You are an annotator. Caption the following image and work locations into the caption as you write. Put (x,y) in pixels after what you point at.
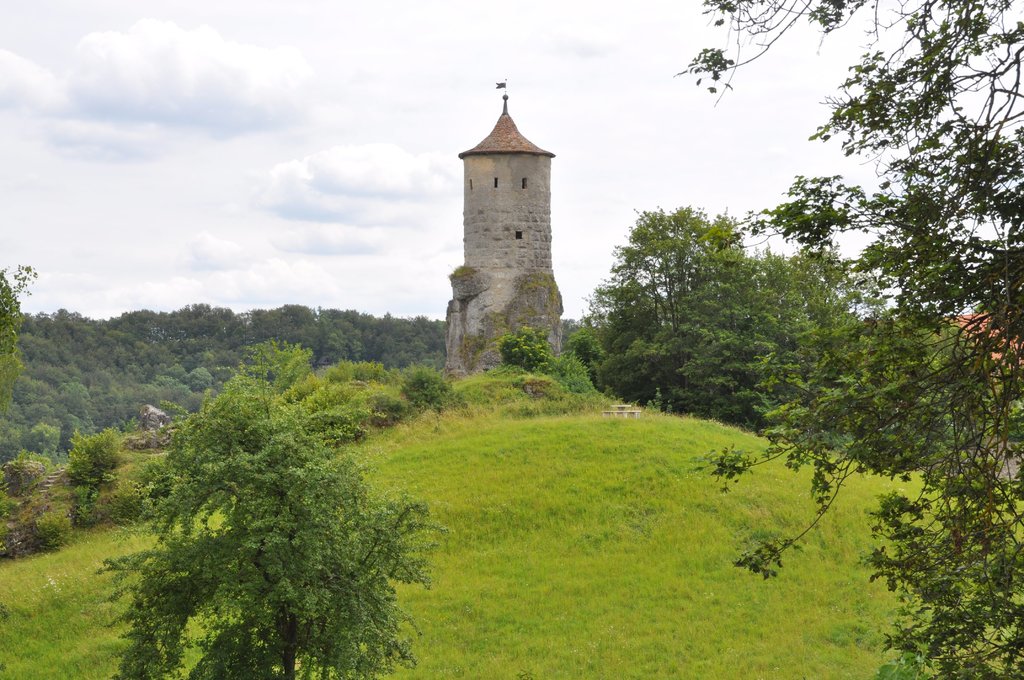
In this image I can see few plants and trees (246,556) in green color. In the background (516,165) I can see the tower (467,208) and the sky (283,118) is in white color.
